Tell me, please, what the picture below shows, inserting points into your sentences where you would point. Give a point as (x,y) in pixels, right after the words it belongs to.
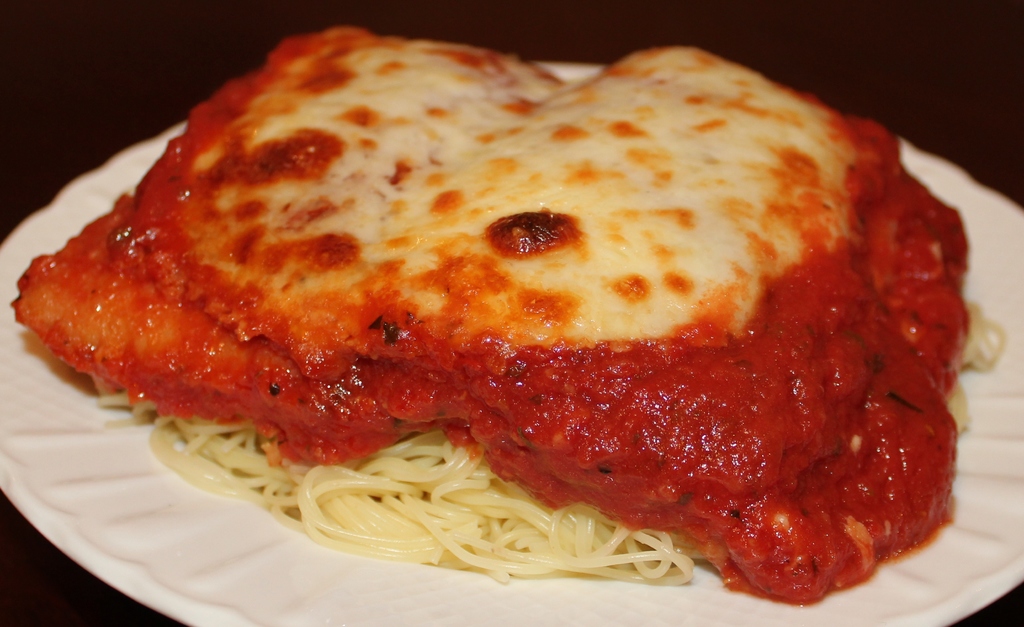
In the picture I can see food items (540,405) in a plate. The background of the image (707,27) is dark.
